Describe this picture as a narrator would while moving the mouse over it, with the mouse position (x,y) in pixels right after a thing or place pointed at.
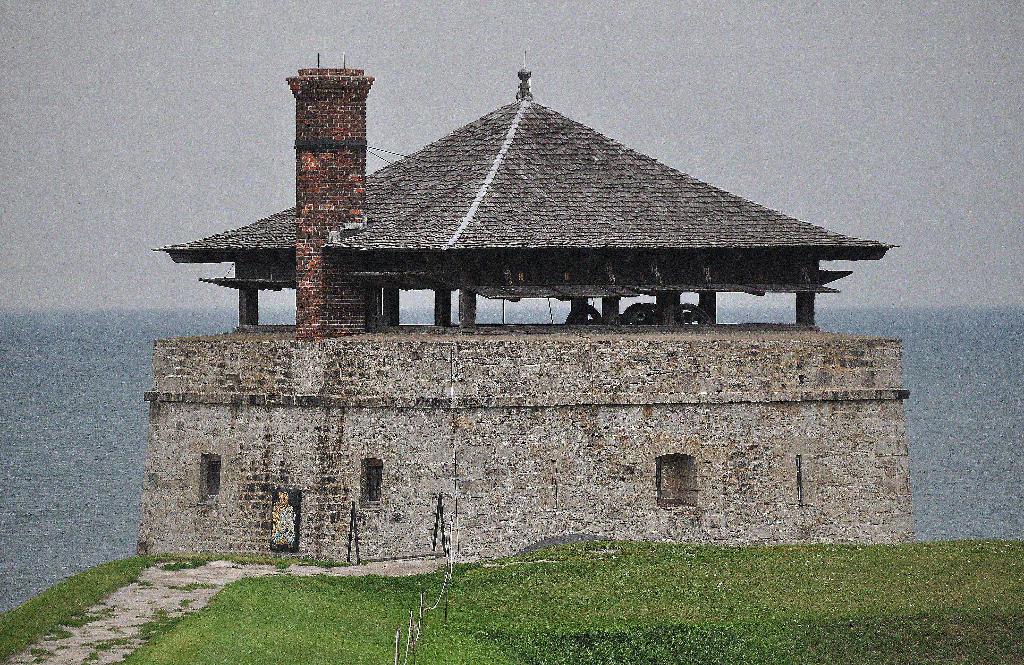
In this image there is a grassland (738,613), in the background (318,553) there is a house (554,367) and the sea (1003,406).
